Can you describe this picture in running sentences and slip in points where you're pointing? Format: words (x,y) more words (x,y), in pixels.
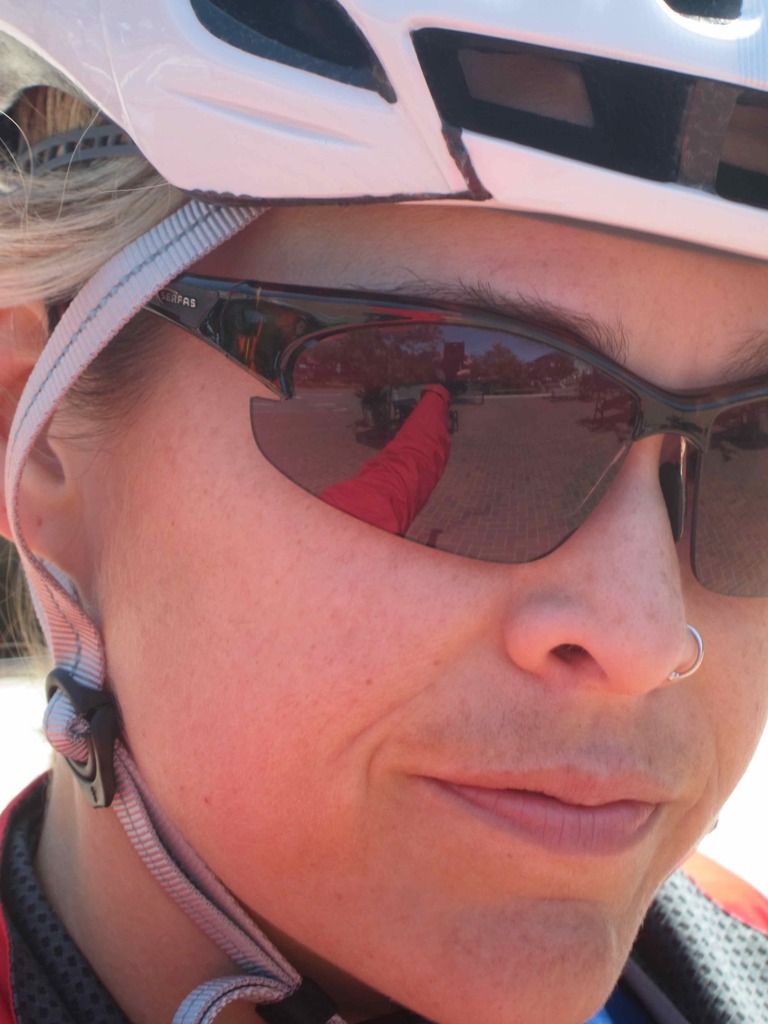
This picture is mainly highlighted with the face (349,912) of a person (272,222) wearing, helmet (172,87), goggles (429,430), nose ring (693,664). We can see the reflection (474,518) of trees (496,364), sky (529,343) and a person's hand (442,441) on the lens (460,435).
